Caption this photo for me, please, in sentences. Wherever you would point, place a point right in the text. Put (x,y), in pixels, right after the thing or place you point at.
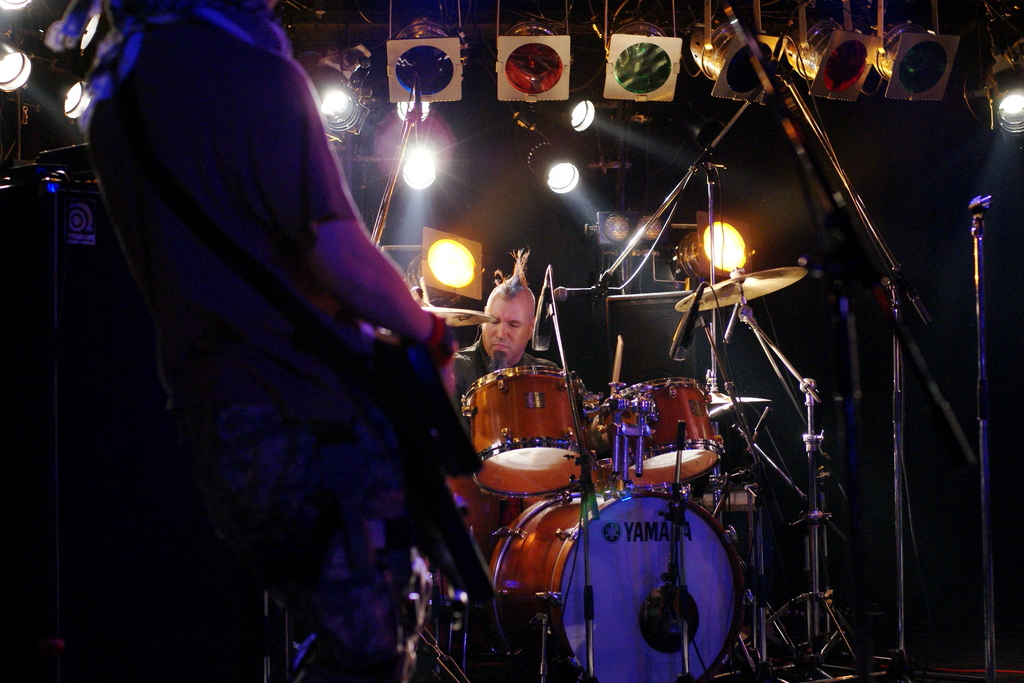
In this image we can see a person (461,390) playing drums (580,421) and a person (191,143) standing and holding an object (373,372), there are a few lights (437,51) and a mic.
